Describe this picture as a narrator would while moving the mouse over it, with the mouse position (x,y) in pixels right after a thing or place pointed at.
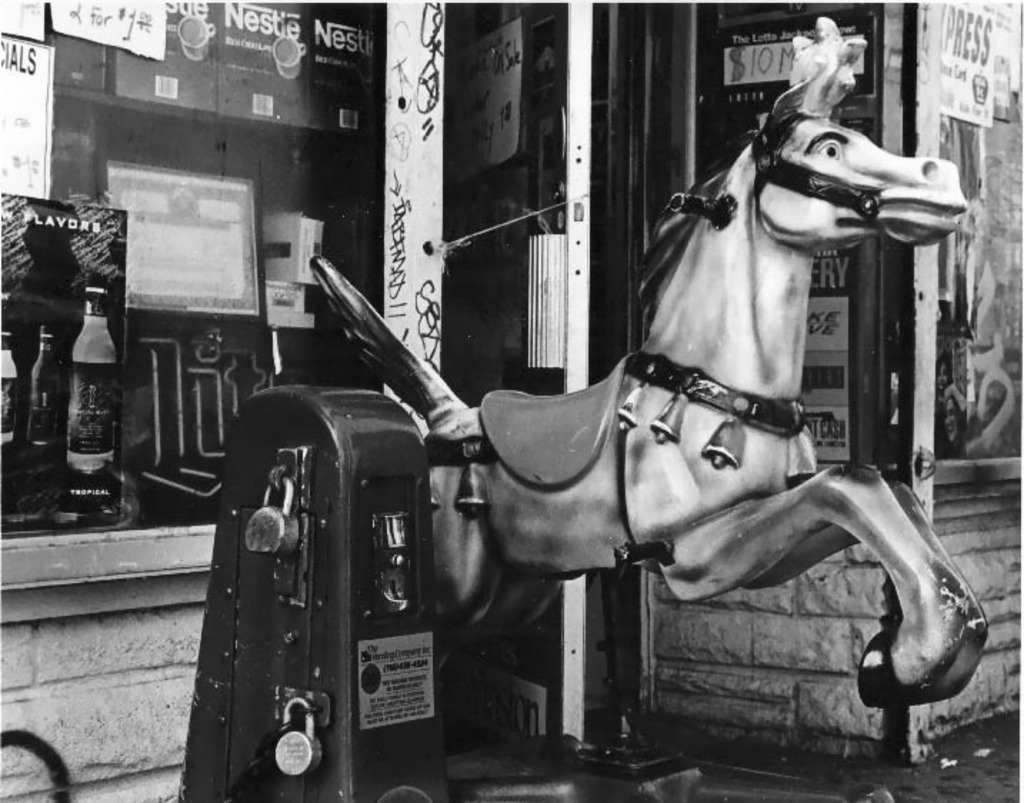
In this image in the front (479,564) there is an object (304,646) which is black in colour and there is a statue (598,451) of the horse (646,407). In the background (198,194) there are boards (224,190) with some text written on it and there is a wall (781,625).
